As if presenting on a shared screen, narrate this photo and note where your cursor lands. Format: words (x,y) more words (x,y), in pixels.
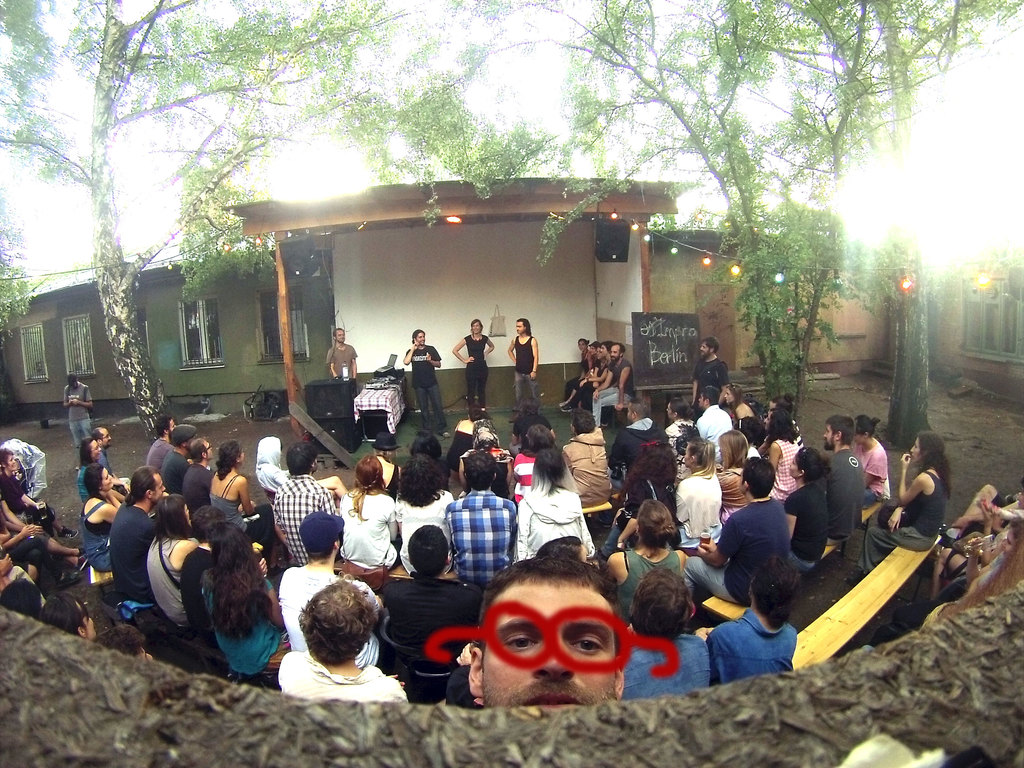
This image consists of many people (703,656) sitting on the benches (801,660). At the bottom (553,736), there is a wall (784,756). In the background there are few people (346,356) talking. To the right (698,334), there is a board (640,328). In the background (246,185) there is a building (845,318) along with trees (824,252).
